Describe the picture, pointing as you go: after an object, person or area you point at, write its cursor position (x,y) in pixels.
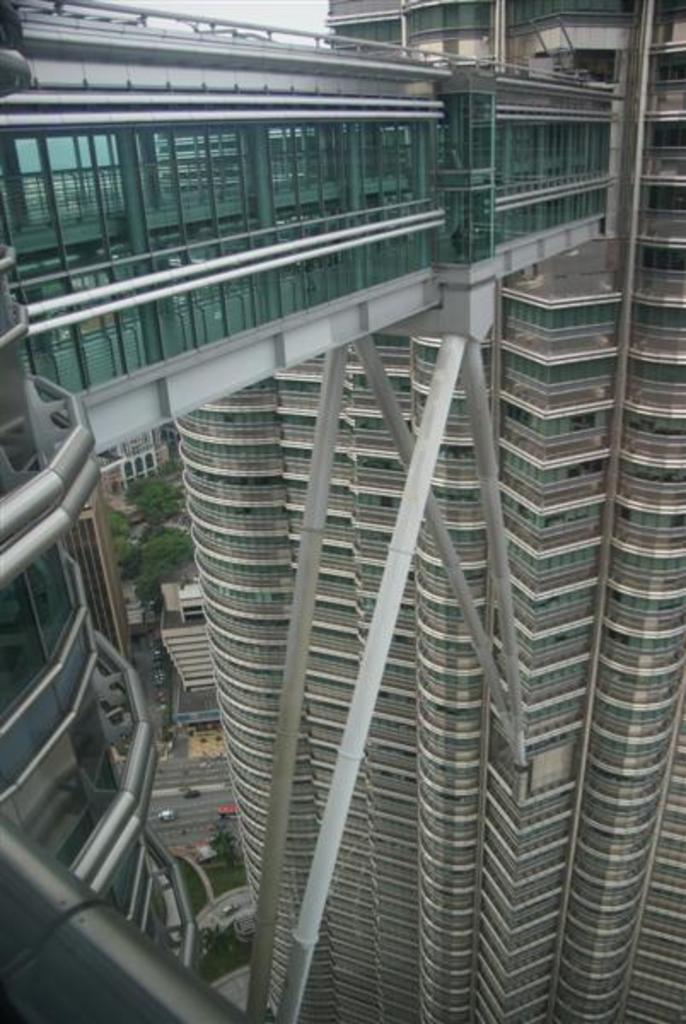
In the image we can see there are buildings (541,513) and there is a bridge (356,198) attached to the building (640,150). There are vehicles (165,817) parked on the road (205,824) and there are trees (154,594).
